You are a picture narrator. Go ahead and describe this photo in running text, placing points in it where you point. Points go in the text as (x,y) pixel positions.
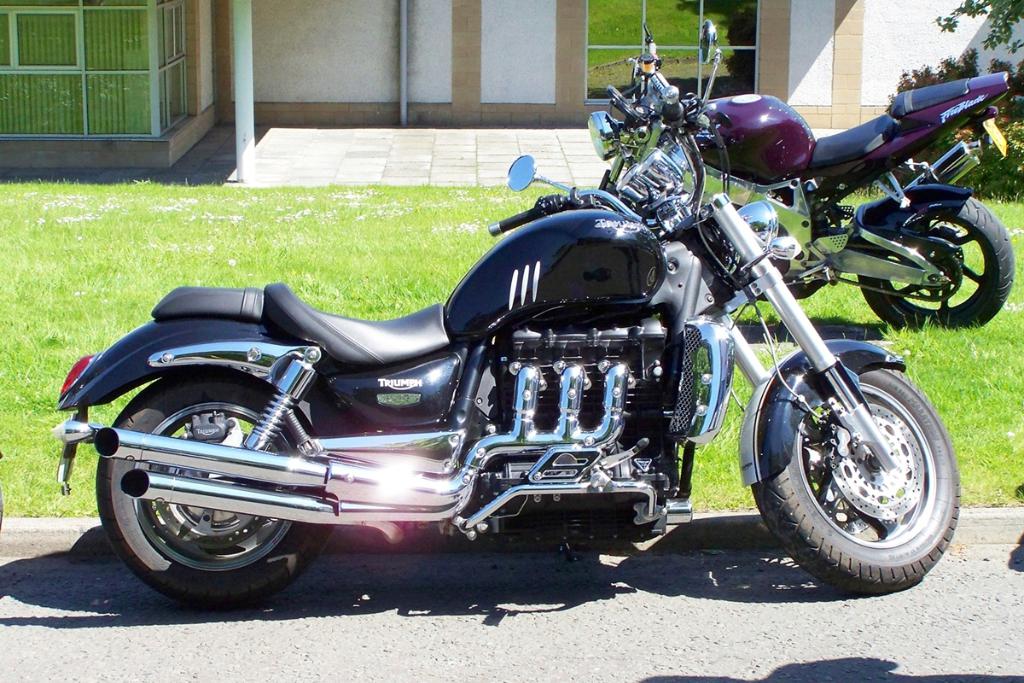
In this picture I can observe two bikes (569,279) parked on the land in the middle of the picture (524,329). I can observe some grass (142,250) on the ground (126,249). In the background (349,30) I can observe wall (379,39).
